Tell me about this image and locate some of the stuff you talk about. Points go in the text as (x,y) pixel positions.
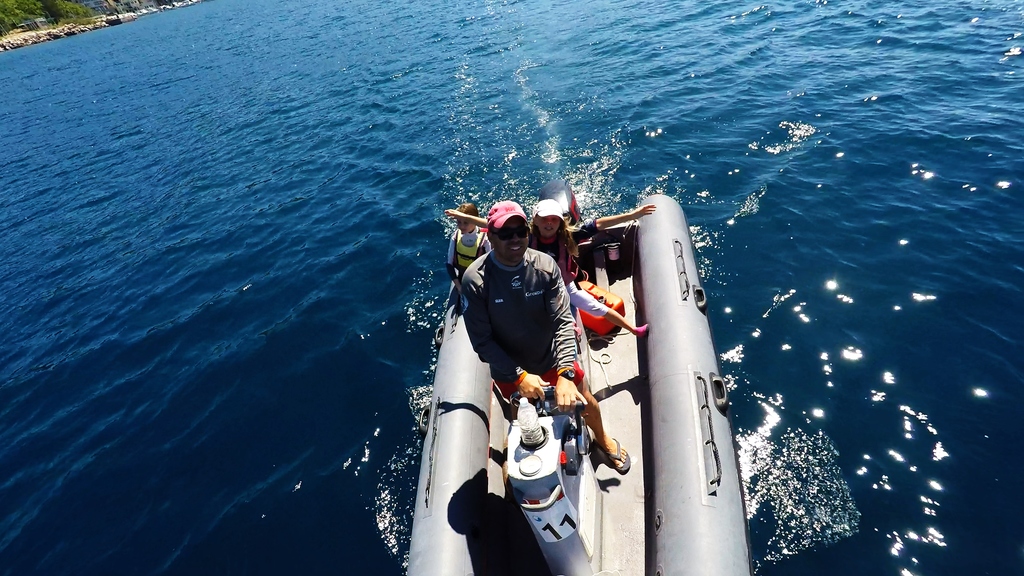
In this image we can see this person (510,306) and two children (465,226) wearing life jackets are sitting on the inflatable boat (678,490) which is floating on the water (690,224). Here we can see the trees (70,9) in the background (54,8).
